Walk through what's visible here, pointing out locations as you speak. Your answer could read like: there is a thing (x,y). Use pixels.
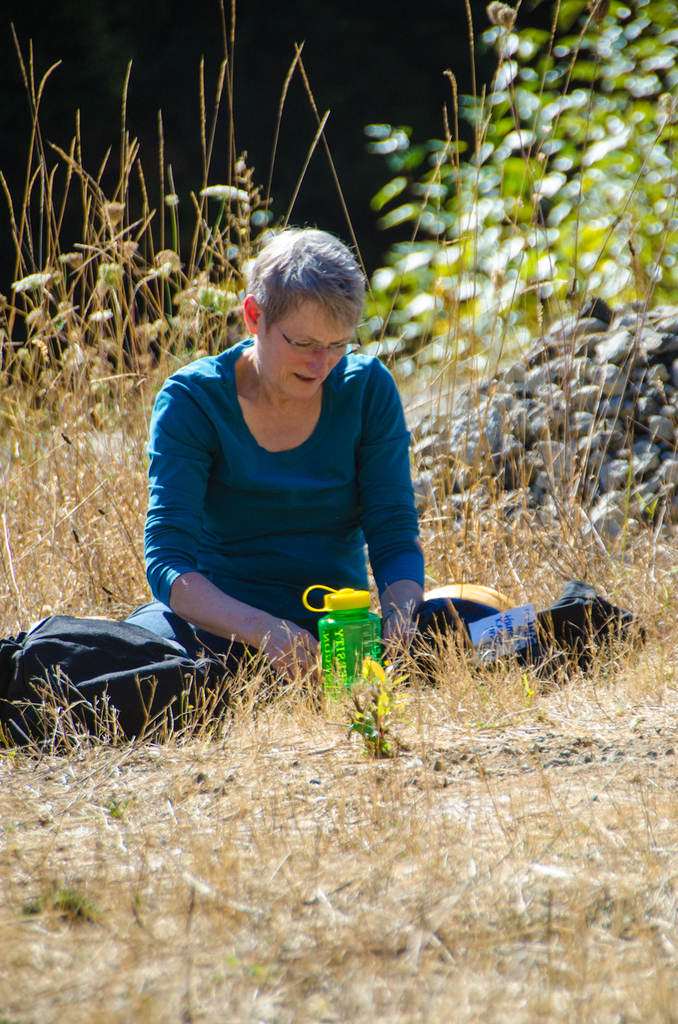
In this image, in the middle (389,444) there is a woman (383,436) sitting on the ground (239,710), there is a black color bag (128,660) in the left (103,665), in the middle (339,636) there is a green color bottle (346,677), in the background (619,104) there are some green color plants (640,81).
